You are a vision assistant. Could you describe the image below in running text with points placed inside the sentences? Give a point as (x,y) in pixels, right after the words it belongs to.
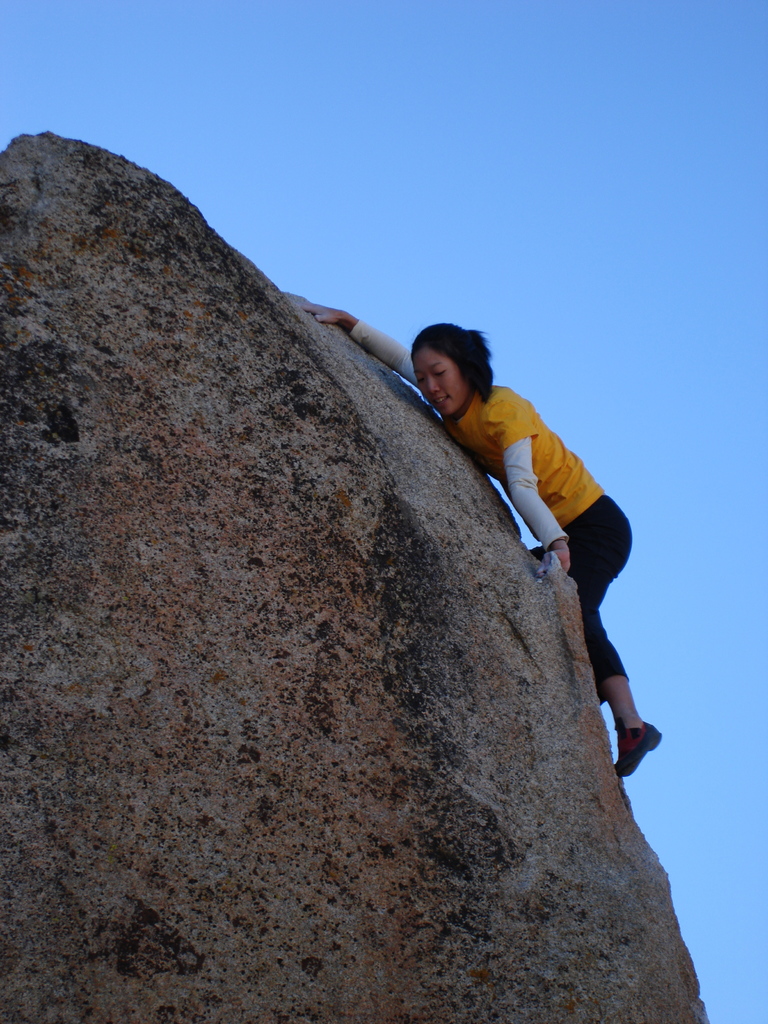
In this image there is a girl (621,709) climbing a big rock (197,847).
